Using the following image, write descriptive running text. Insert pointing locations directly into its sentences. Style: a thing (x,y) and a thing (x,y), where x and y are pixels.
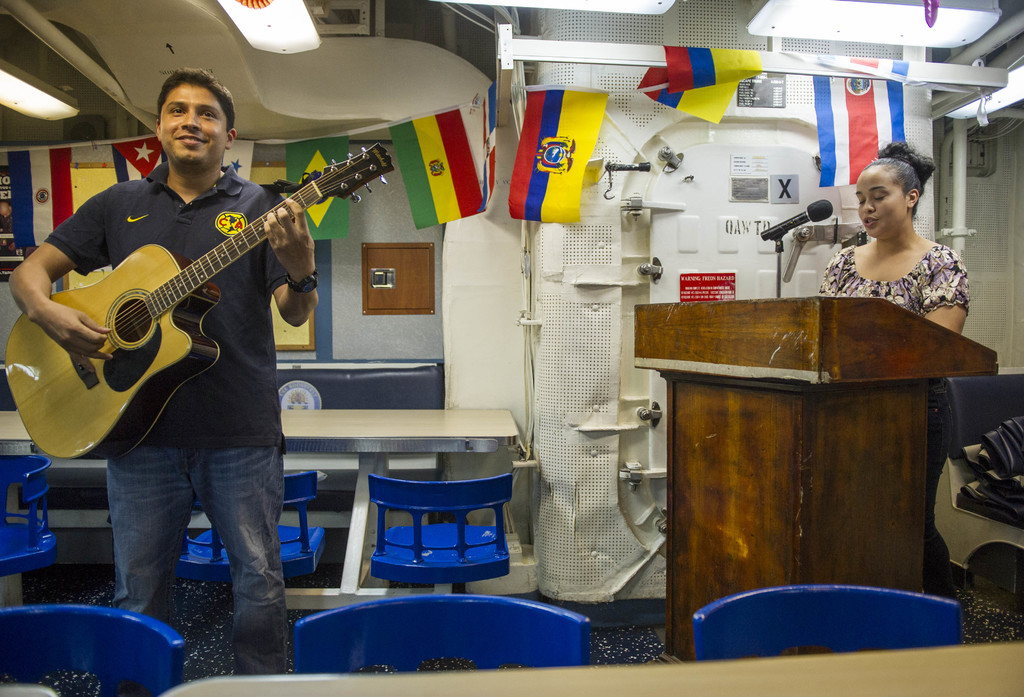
The picture is taken inside a room (703,235) and at the right corner (837,295) one woman (870,202) is standing in front of the podium (777,308) and in the left corner (248,449) one man (242,495) is standing wearing blue shirt (229,352) and playing a guitar (213,287) and behind him there is one table (361,465) with chairs (296,478) and a wall (293,340) and there are flags (560,129) inside a room (745,100).
